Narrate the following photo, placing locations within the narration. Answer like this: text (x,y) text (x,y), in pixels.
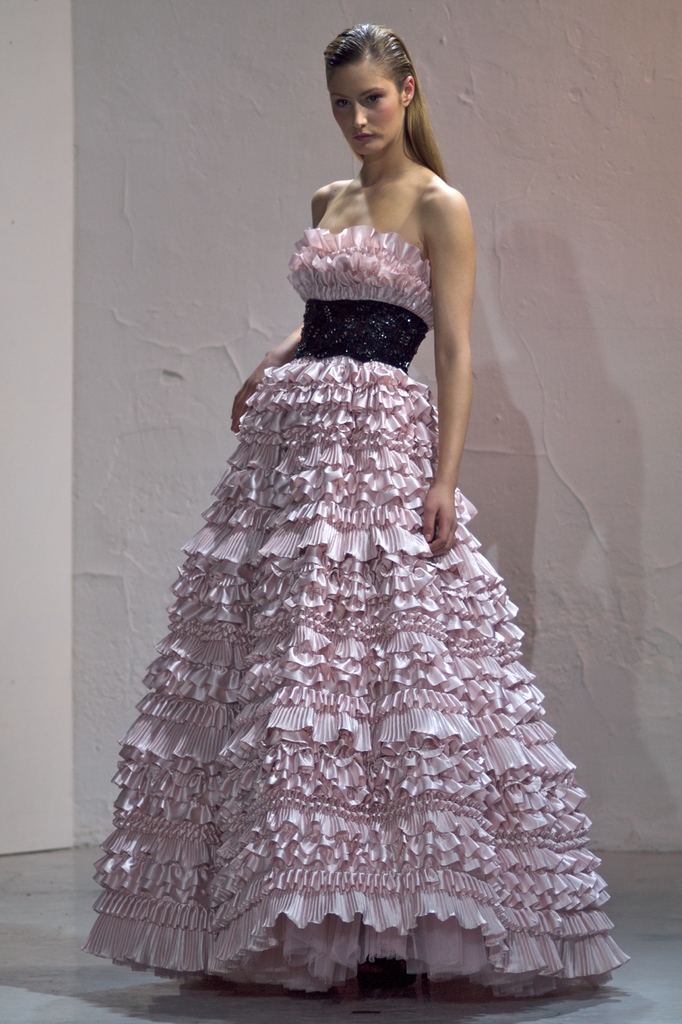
In this image I can see the person (278,496) standing and the person (310,368) is wearing pink and black color dress (326,885). Background (36,265) the wall (119,301) is in cream color.
